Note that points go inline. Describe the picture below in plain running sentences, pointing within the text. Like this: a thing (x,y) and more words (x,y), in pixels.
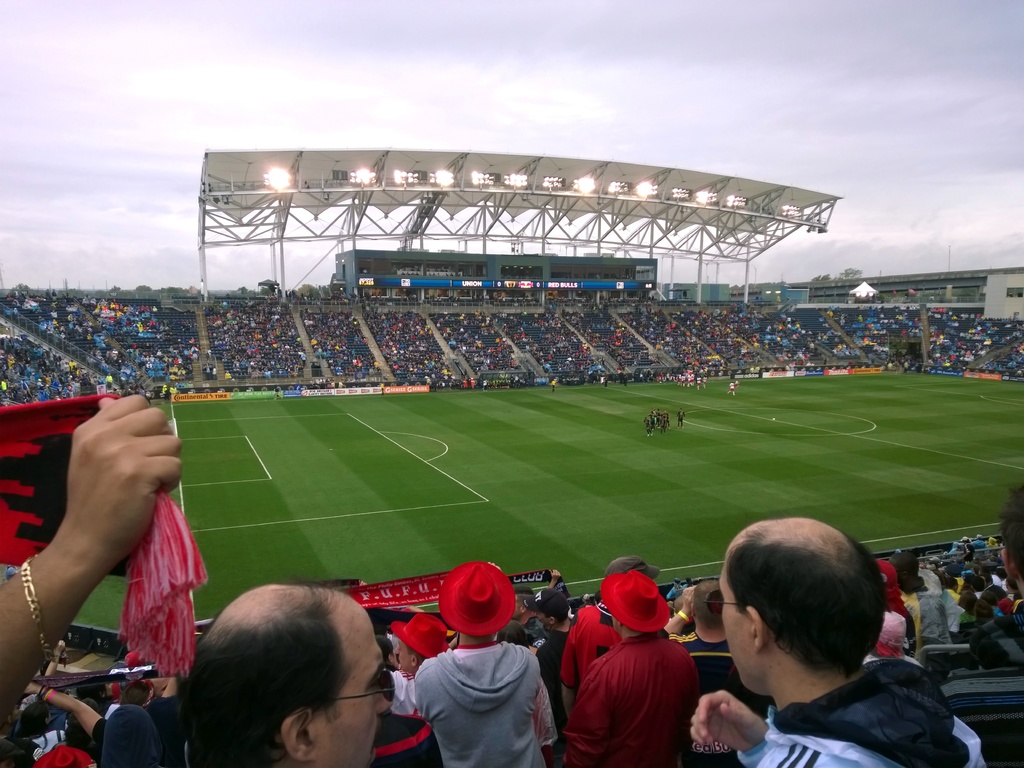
This image is taken at the stadium (451,461). On the ground (495,470) there are some players (648,428). At the bottom of the image (445,678) there are some audience (675,663). In the background (152,121) there is a sky (624,96).
